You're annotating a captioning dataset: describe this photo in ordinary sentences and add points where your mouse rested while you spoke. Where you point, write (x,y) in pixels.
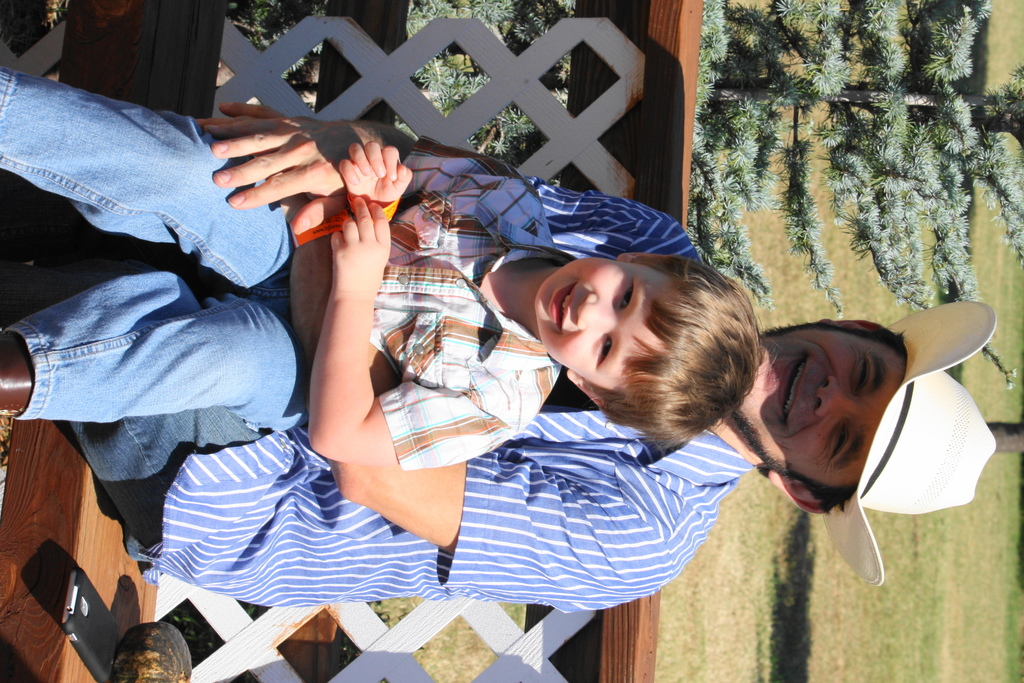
This image consists of two persons (246,320). In the front (356,345), we can see a kid (351,419). The man (346,564) is wearing a hat (860,485). At the bottom (108,652), there is a mobile (95,630) kept on the bench (86,672). In the background (957,48), we can see a tree (888,77) and green grass (762,584) on the ground (759,601).
